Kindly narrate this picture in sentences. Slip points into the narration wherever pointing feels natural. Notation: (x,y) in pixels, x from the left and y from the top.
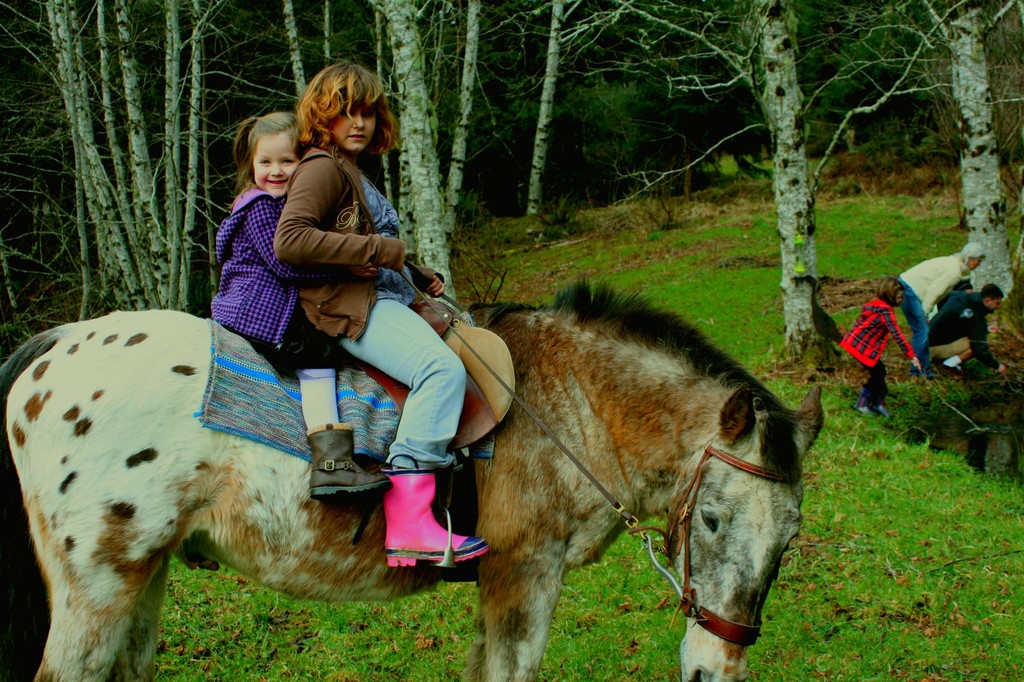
In this image, we can see people (313,285) wearing shoes (423,530) and sitting on the horse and holding a rope (441,295). In the background (884,287), there are some other people (945,341) and there are trees (687,102). At the bottom (851,577), there is ground (881,569) covered with grass (829,573).
